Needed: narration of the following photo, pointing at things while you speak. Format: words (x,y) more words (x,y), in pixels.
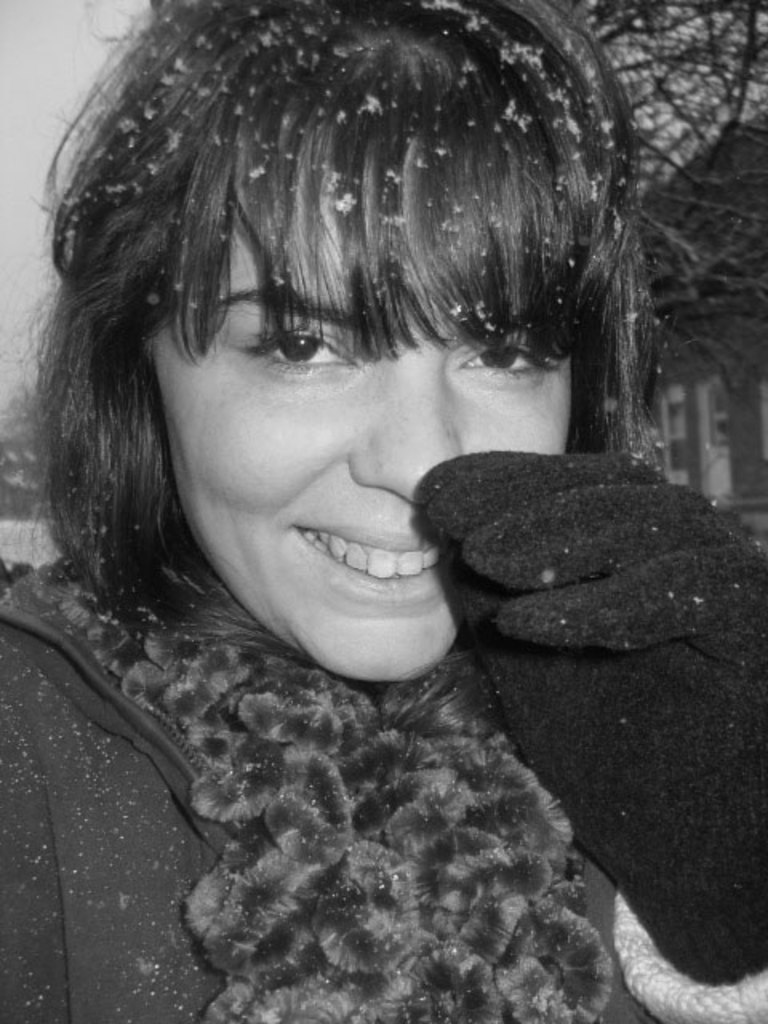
The picture consists of a woman (362,563), she is smiling. In the background (724,202) there are trees (750,35) and sky (57,74).
